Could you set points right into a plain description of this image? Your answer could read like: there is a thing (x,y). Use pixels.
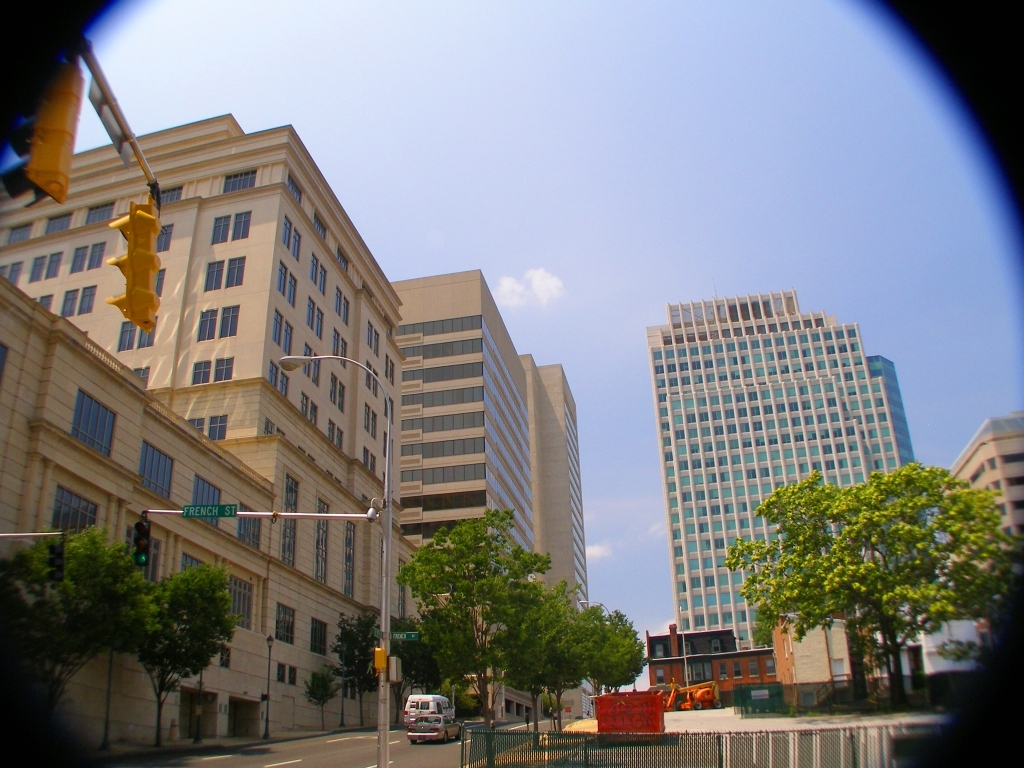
In this image I can see the road (371,746), few vehicles (408,723) on the road (447,745), the railing (496,754), a pole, few traffic signals (147,557), a board (197,513), few trees (22,596), few building (74,216) and in the background (543,209) I can see the sky (654,167).
